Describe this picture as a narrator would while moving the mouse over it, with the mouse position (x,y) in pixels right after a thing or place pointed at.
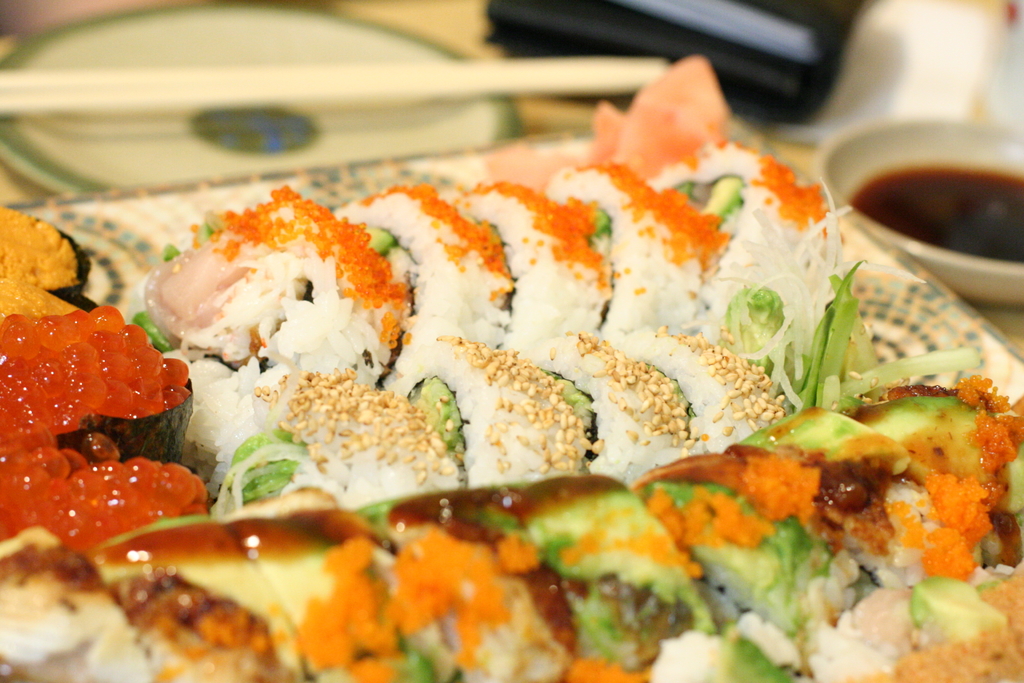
In the image there is a plate (56,223) with food items (330,248). Behind the plate (57,207) there is another plate (281,121) with chopsticks (541,76). And on the right side of the image (891,157) there is a bowl (913,165) with sauce (936,176) in it. At the top of the image (721,2) there is a black object (660,26).
